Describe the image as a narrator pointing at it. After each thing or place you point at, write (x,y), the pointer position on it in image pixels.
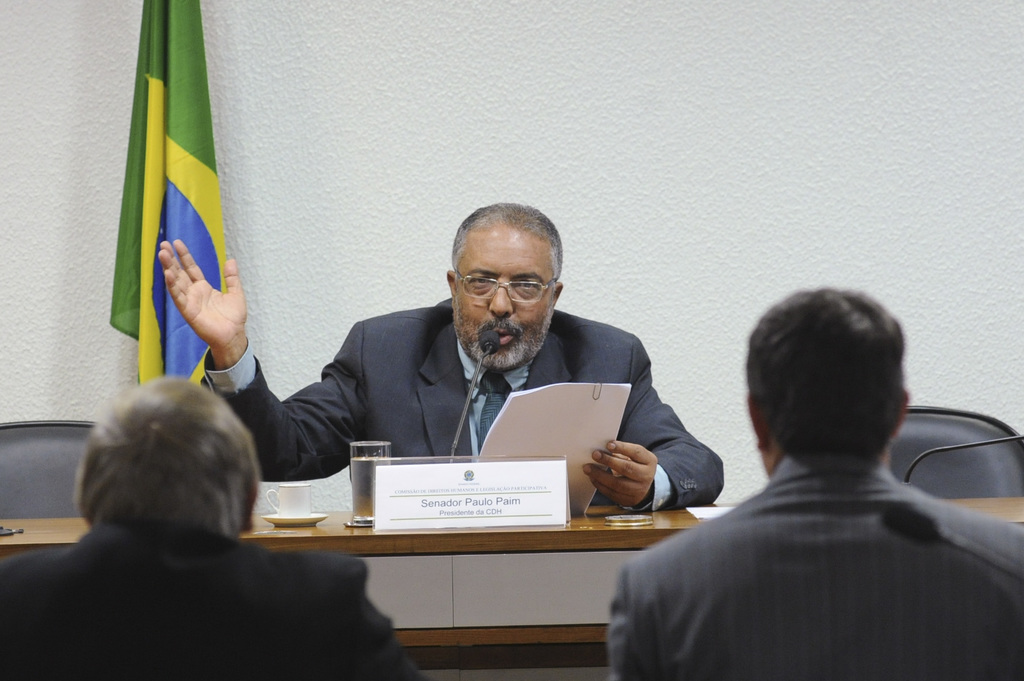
In the center of the image (560,341) we can see a man (567,333) sitting in front of the table (558,563) and holding the papers (589,447) and on the table (330,538) we can see a cup (294,489), saucer (316,513), glass of water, name board (491,519) and also a mike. We can also see two empty chairs (31,463) and also two other persons (804,463). In the background (584,169) there is a plain wall (784,115) and also a flag (169,158).
